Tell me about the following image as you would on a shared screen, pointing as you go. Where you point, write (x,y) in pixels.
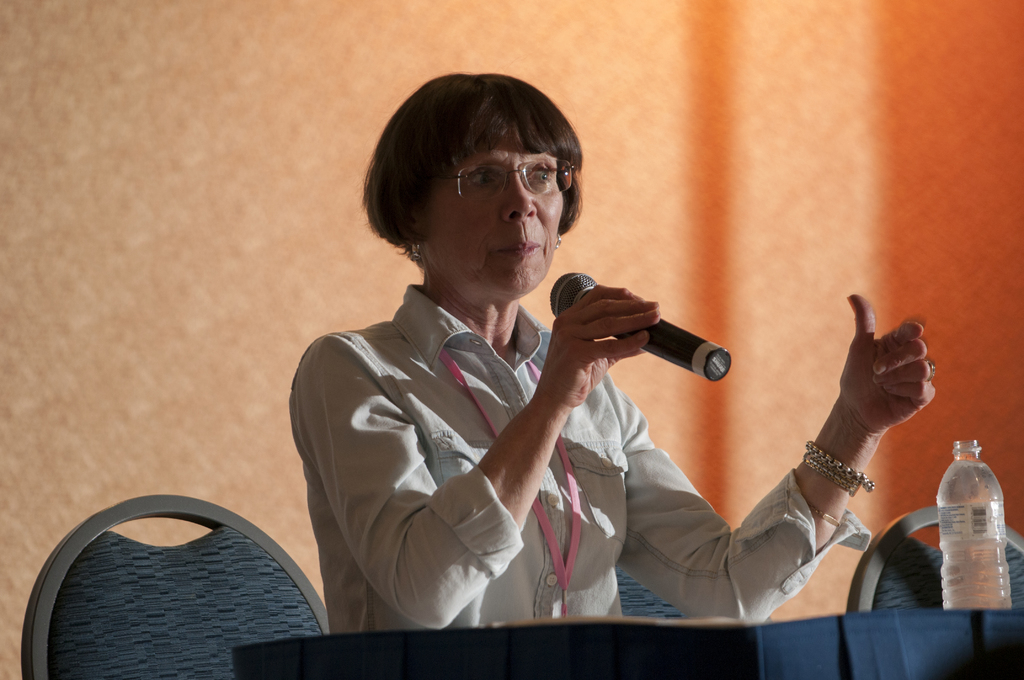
A woman (544,334) is talking on mic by sitting on the chair (621,584) at the table (913,633). On the right (981,595) there is a bottle (951,477).
